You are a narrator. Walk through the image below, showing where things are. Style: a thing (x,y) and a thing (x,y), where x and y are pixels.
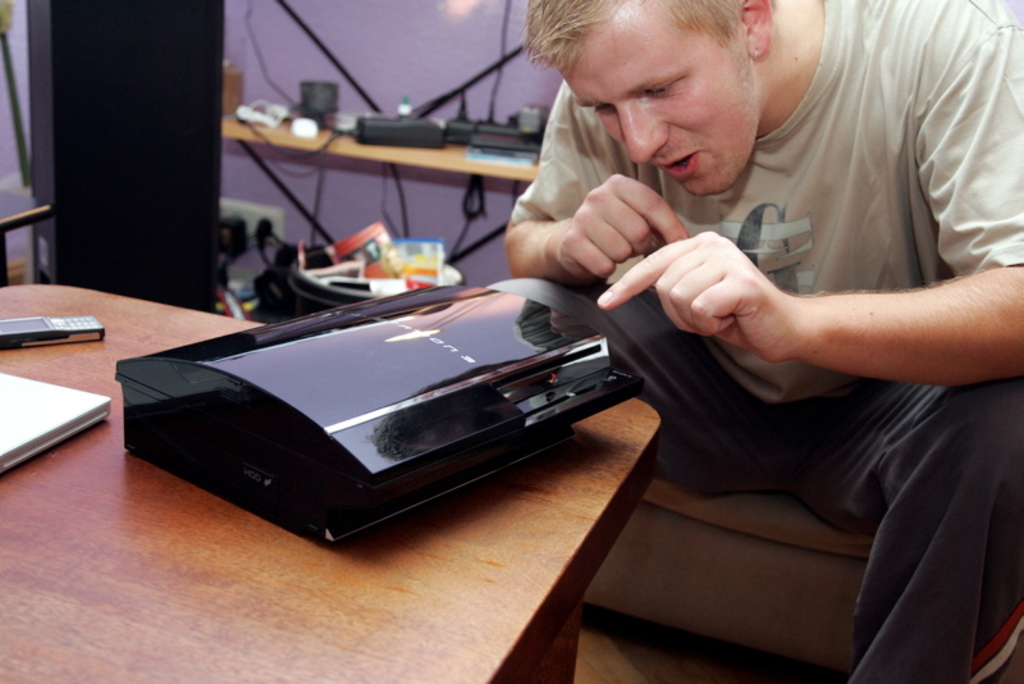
In this image we can see this person (635,324) is sitting near the table (418,672). Here we can see some things (204,392) and mobile phone (71,334) are kept on the wooden table (134,570). In the background (237,204), we can see few things (380,126) which are kept on the table (279,144) and a switch board (274,223) to the wall (430,220).
